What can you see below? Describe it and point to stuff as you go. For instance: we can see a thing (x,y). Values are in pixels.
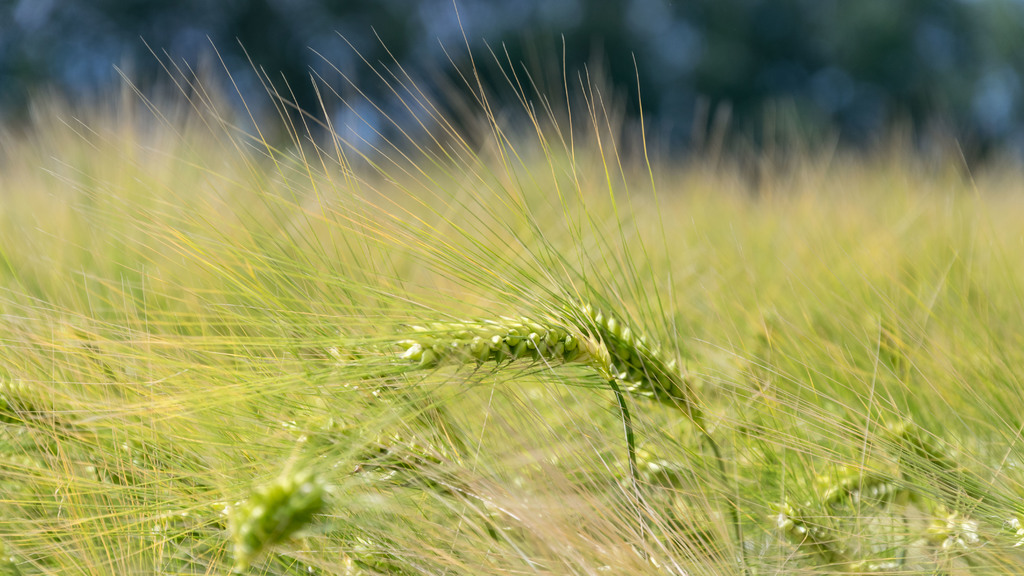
In this image there is grass (448,435) on the surface (458,239).
